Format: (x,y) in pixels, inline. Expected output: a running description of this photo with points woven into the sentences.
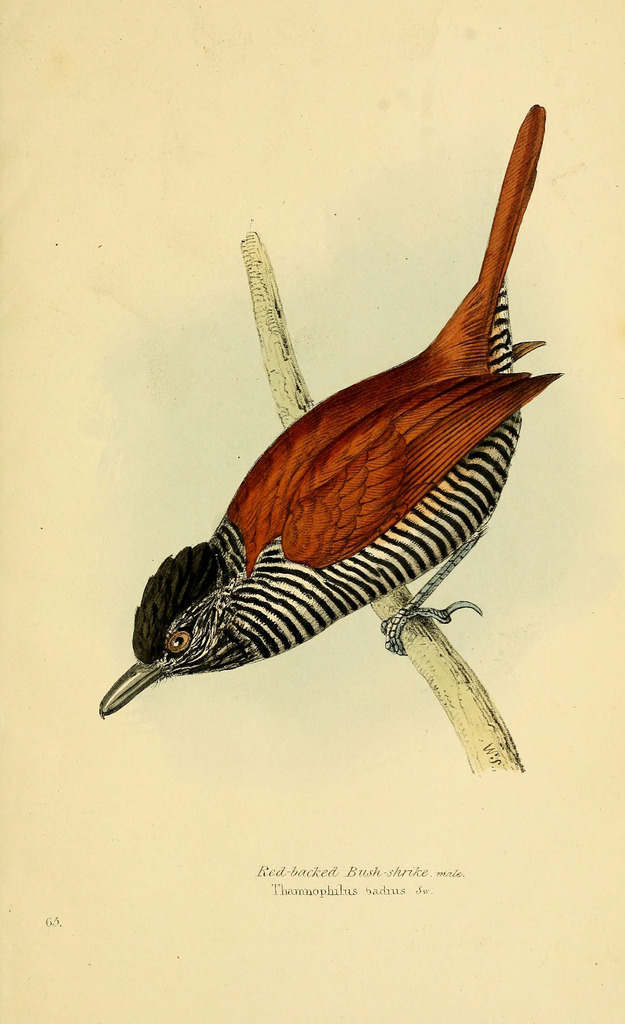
In this image we can see the picture of a bird (394,536) on the branch (408,600) of a tree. We can also see some text (332,876) on this image.
